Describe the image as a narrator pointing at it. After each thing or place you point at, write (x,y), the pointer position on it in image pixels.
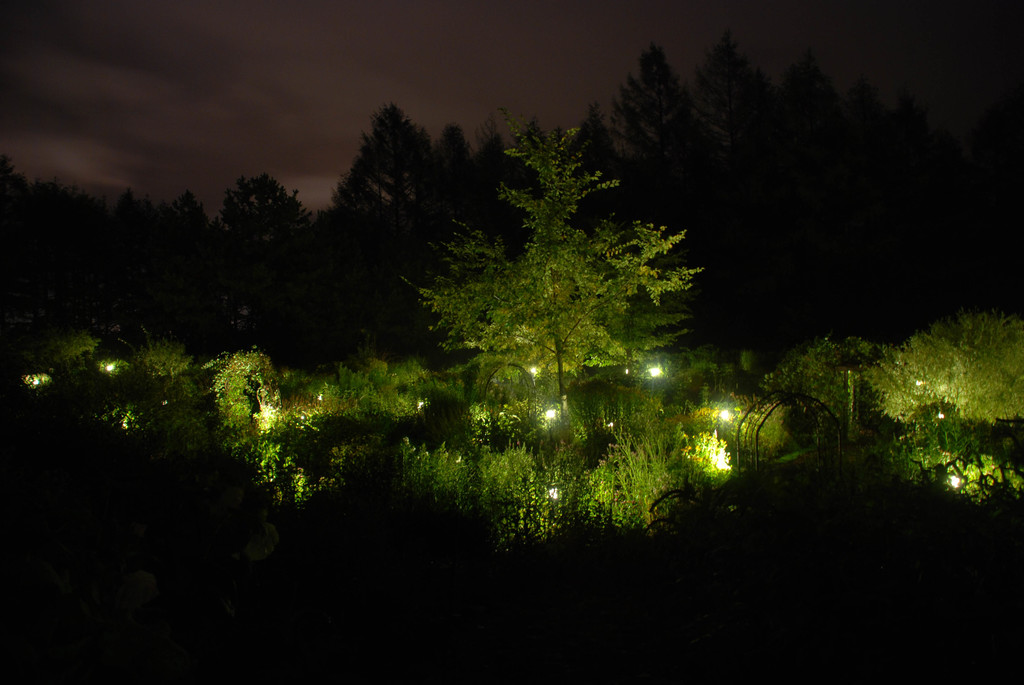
In this image there are trees (422,364), lights (922,381). At the top of the image (295,47) there is sky (153,85).
